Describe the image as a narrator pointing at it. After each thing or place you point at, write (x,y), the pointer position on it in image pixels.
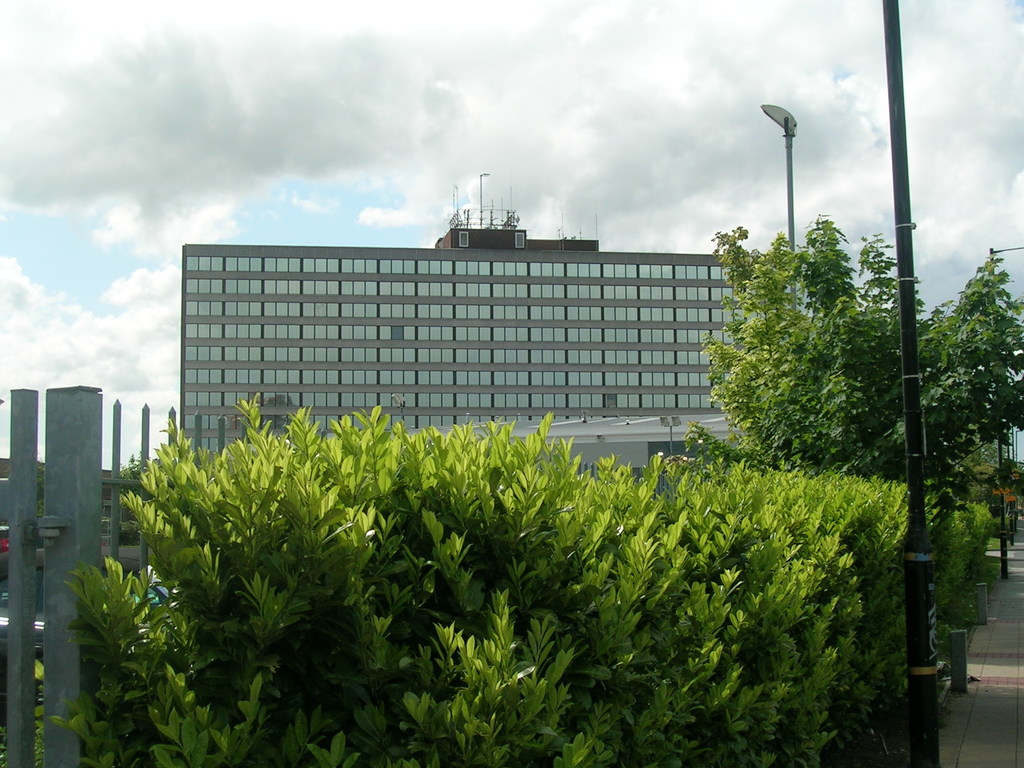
At the bottom of the image (550,526) there are plants (802,513) and also there are trees (878,285). At the left corner of the image (53,617) there is a fencing (118,507). And at the bottom right of the image (941,711) there is a footpath (1002,701) with poles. In the background (438,295) there is a building (639,286) with glass windows (447,317) and on the top of the building (494,230) there are poles (561,229). At the top of the image (336,212) there is a sky (238,148) with clouds (92,169).
